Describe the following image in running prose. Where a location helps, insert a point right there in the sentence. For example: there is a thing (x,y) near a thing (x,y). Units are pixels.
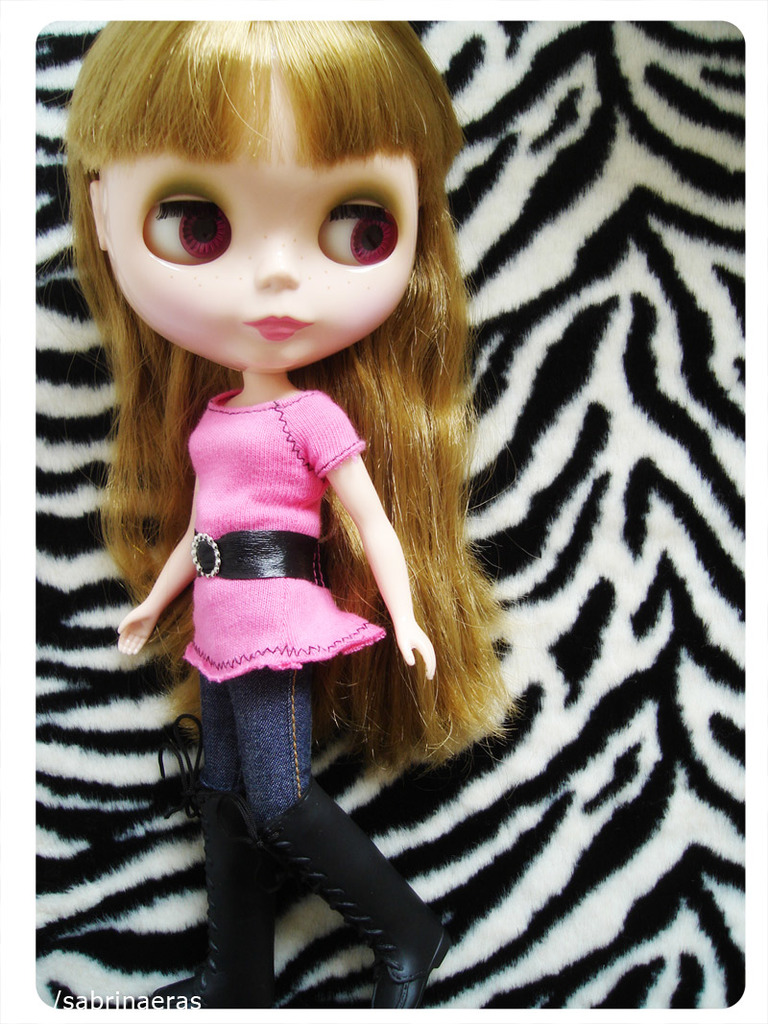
In this picture I can see there is a doll (215,475) standing here and looking at right side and the doll (370,406) has a pink shirt (229,451), shoes (324,843) and a pant (245,734). There is a white and black striped cloth (580,454) in the backdrop (673,122) and there is a name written on the left of the picture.
